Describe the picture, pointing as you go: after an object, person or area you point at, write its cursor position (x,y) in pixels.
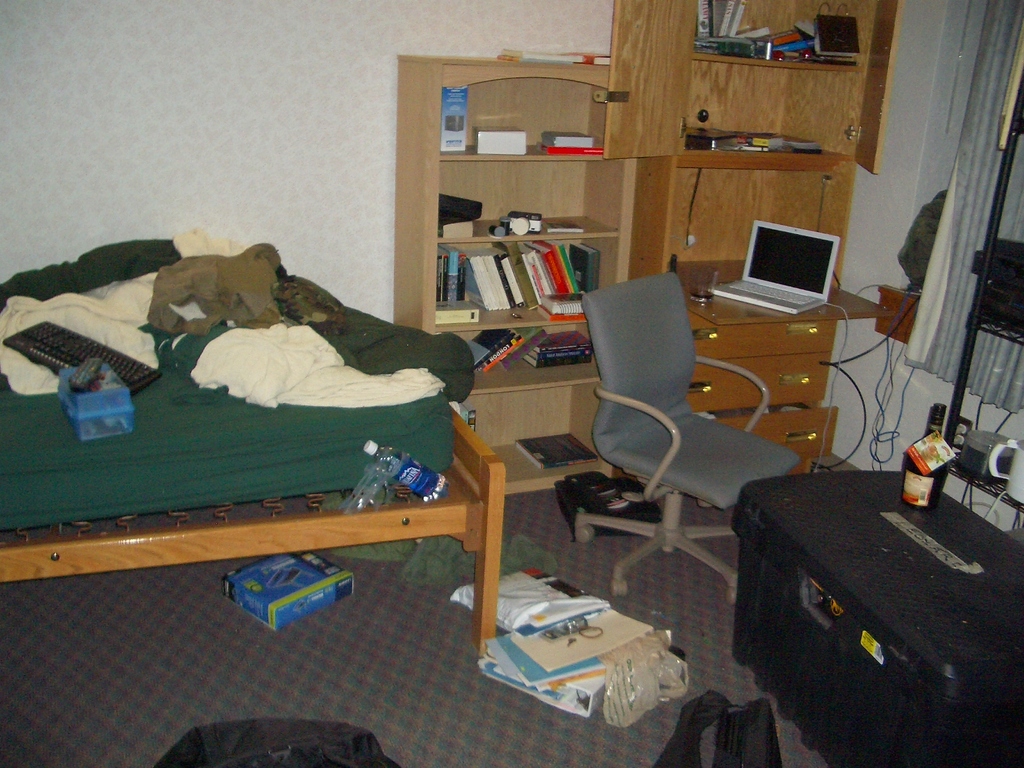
This picture shows a bed (55,295) and few clothes (388,381) on it and we see a laptop (762,255) and a bookshelf (409,209) and we see a chair (659,352) and a Box (794,554) and few books (608,632) on the floor (556,744).
